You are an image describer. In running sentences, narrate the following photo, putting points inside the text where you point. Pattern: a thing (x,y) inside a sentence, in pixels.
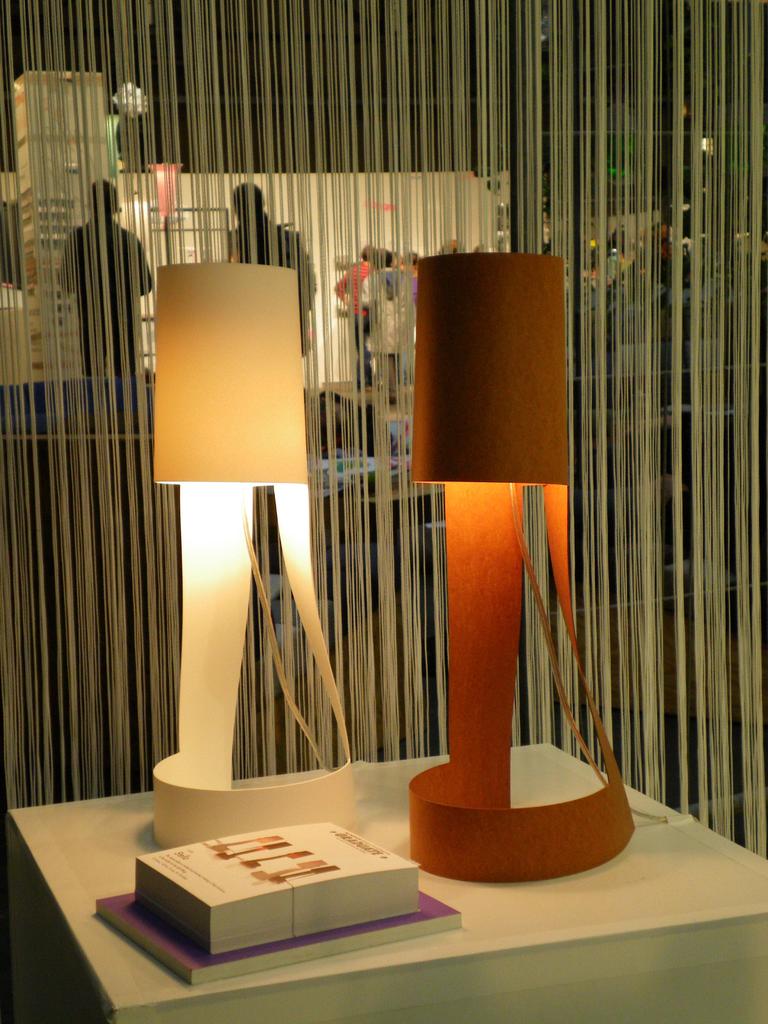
There is a platform (471,928). On that there are books (222,864) and table lamps (221,806). In the back (413,622) there is a curtain (637,381). Also there are many people (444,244) in the background (99,236).
